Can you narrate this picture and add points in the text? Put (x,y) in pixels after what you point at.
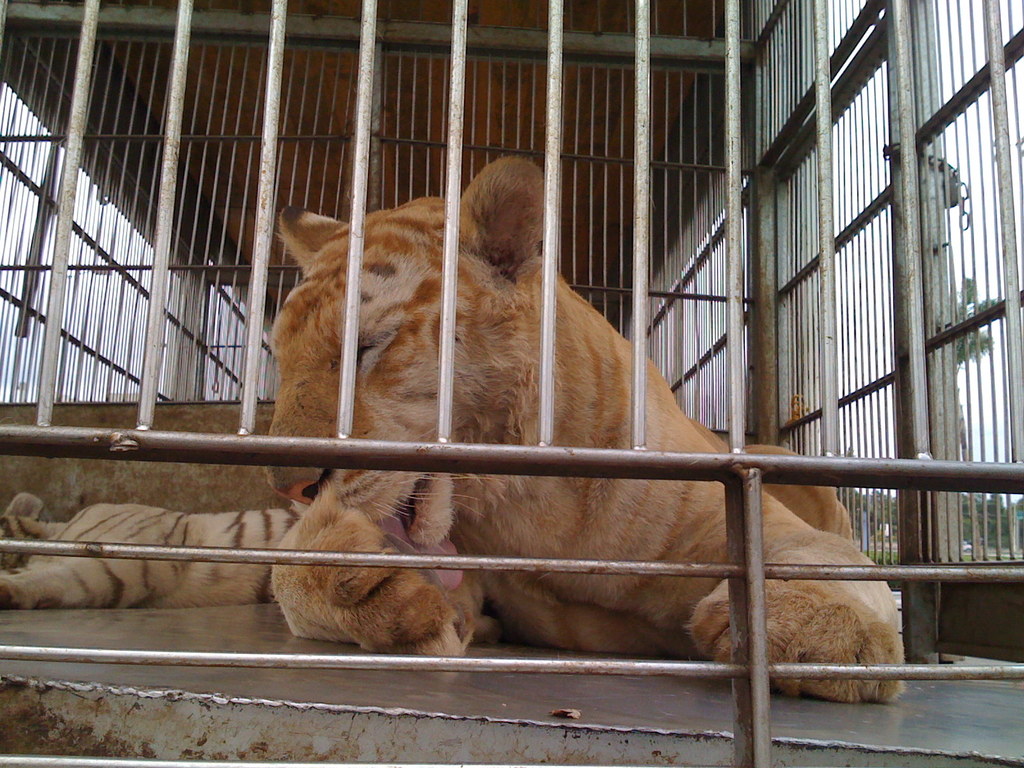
In this image we can see tigers (511,579) in the cage (316,460).
